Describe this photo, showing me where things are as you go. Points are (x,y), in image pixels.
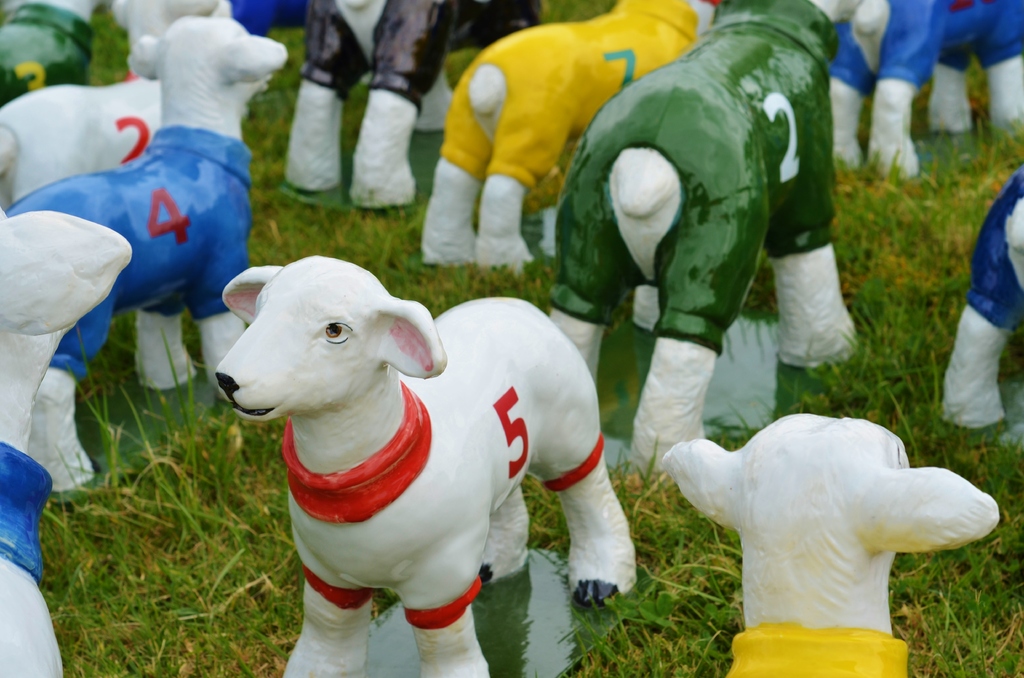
In the center of the image (527,339) we can see a few sheep statues (607,477) with some dresses (669,20) and numbers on it. And we can see the grass (563,536).
